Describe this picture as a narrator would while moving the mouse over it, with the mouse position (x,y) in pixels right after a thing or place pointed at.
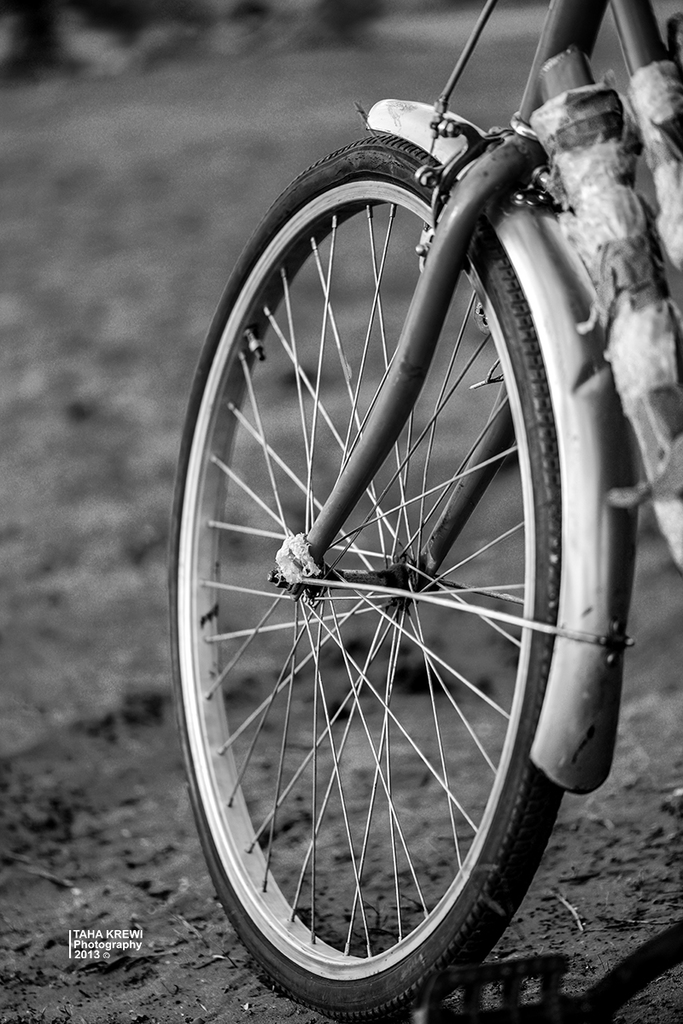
It is a black and white image. In this image we can see the bicycle wheel (429,218). We can also see the land (153,841) and also the text (105,958) in the bottom left corner (94,944).
